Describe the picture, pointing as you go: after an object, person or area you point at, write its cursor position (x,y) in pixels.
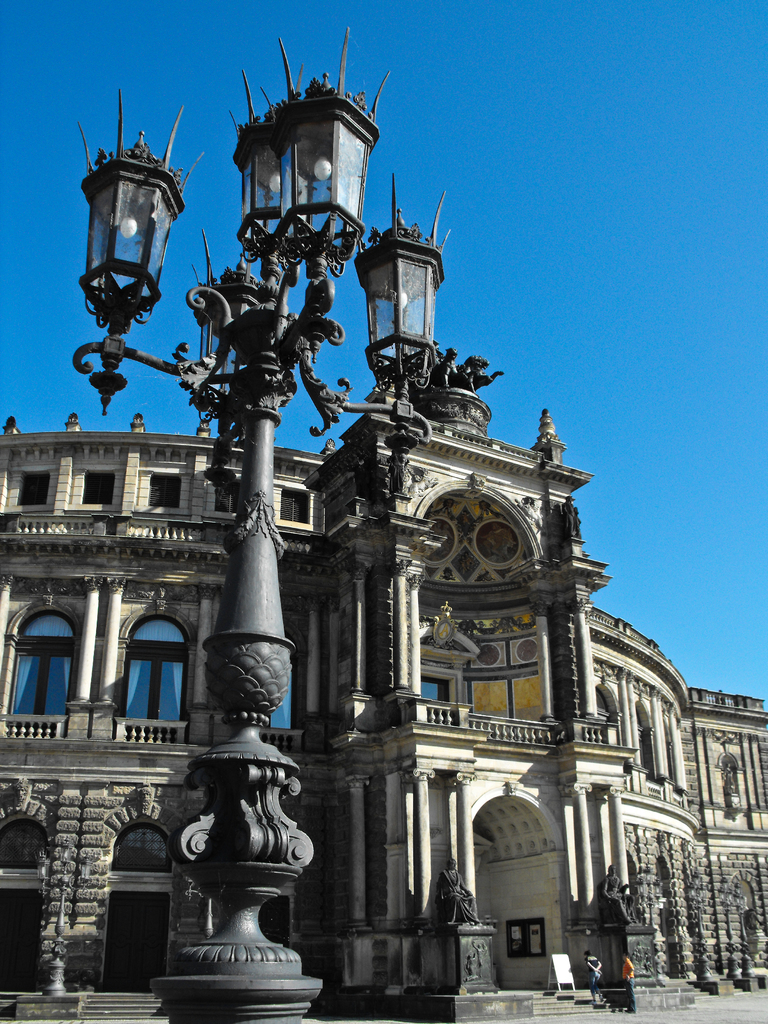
In the center of the image (441,599) we can see the buildings (491,695), windows (431,683), wall (474,740), pillars (582,856), electric light pole (316,344), board (543,925), stairs (575,992), two persons (593,962), statues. At the top of the image (543,113) we can see the sky (563,266). At the bottom of the image (750,1012) we can see the ground (640,1014).
